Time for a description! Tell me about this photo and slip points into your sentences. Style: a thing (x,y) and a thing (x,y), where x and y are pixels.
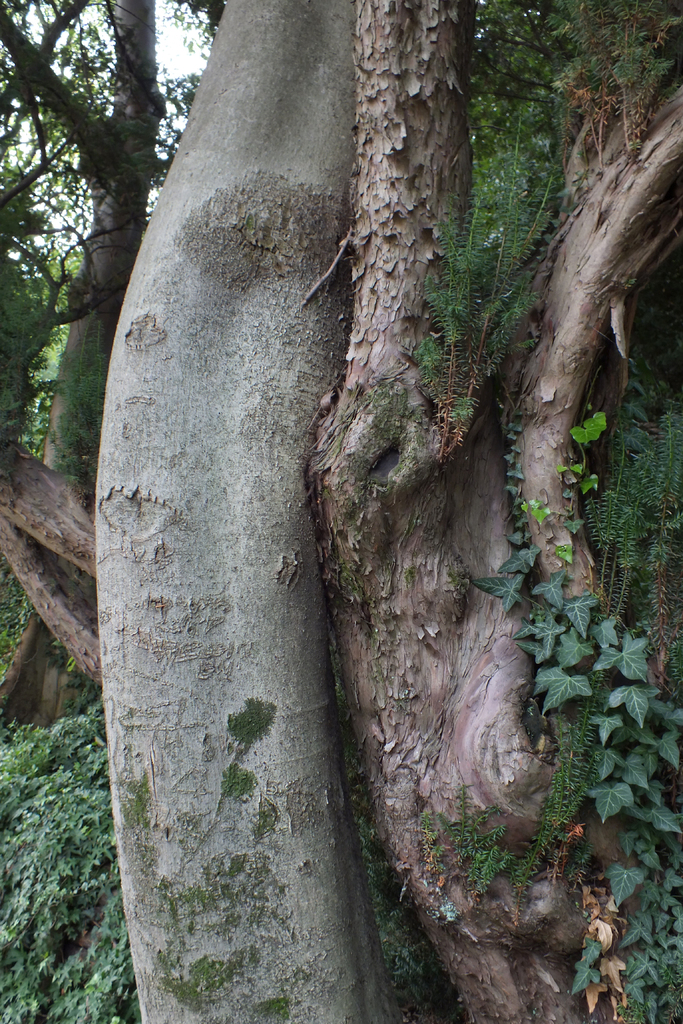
In this image we can see the bark (388,691) of a tree (404,758), some plants (352,757), a tree (171,382) and the sky (166,76) which looks cloudy.
